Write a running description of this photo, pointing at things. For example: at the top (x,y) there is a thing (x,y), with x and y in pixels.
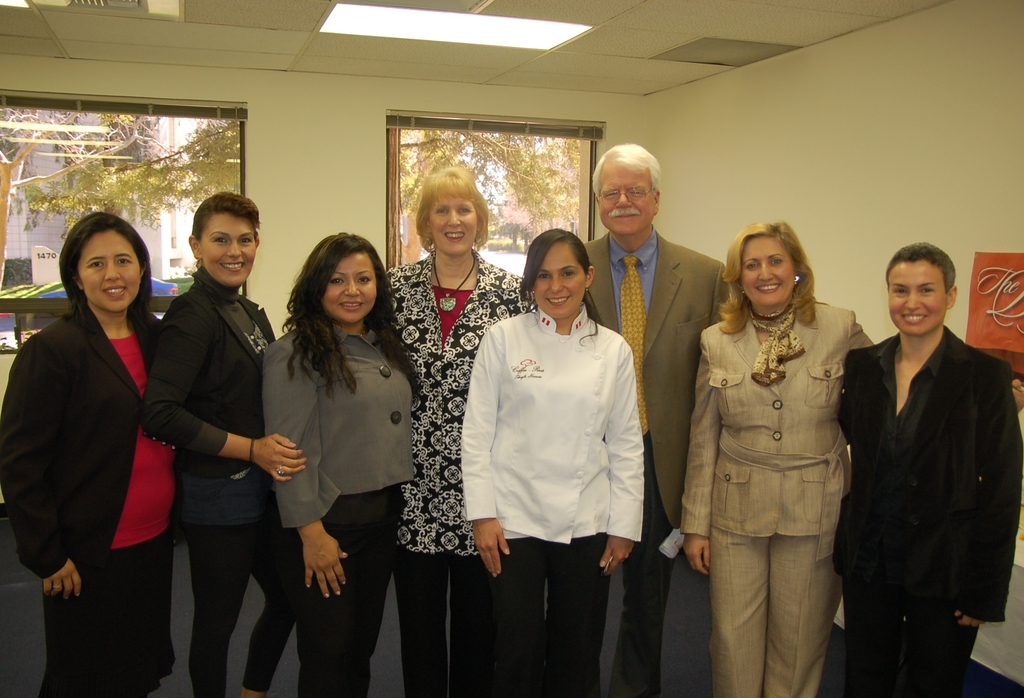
In the image there are a group of people (515,515) standing and posing for the photo and behind them there are two windows (183,194) and a wall (947,53).
